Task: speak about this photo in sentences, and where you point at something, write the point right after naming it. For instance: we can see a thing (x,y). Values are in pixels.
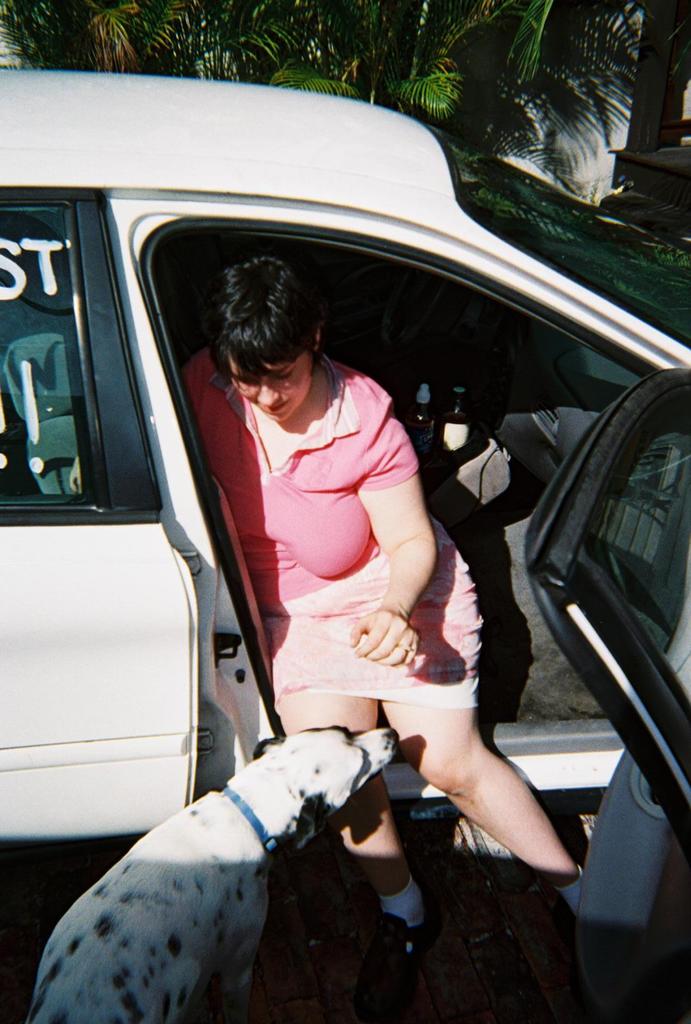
In this image there is a person (313,441) sitting in the car (457,331). At the bottom of image (282,829) there is a dog (49,953). At the top of the image (17,6) there are few trees (12,47).
